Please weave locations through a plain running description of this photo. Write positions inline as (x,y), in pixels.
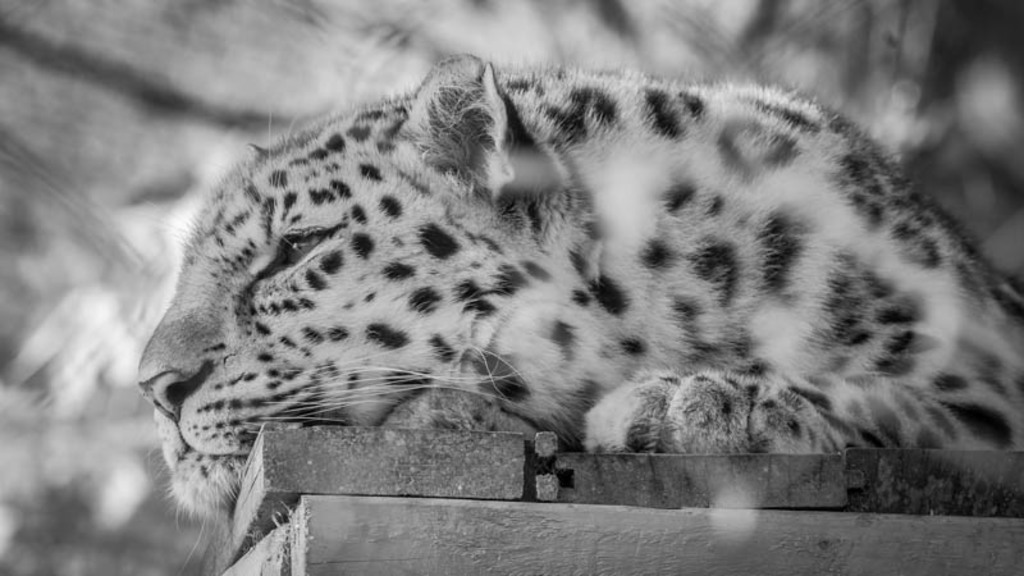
In this black and white picture there is a leopard (653,315) sitting on a surface (489,498). The background (67,275) is blurry.
